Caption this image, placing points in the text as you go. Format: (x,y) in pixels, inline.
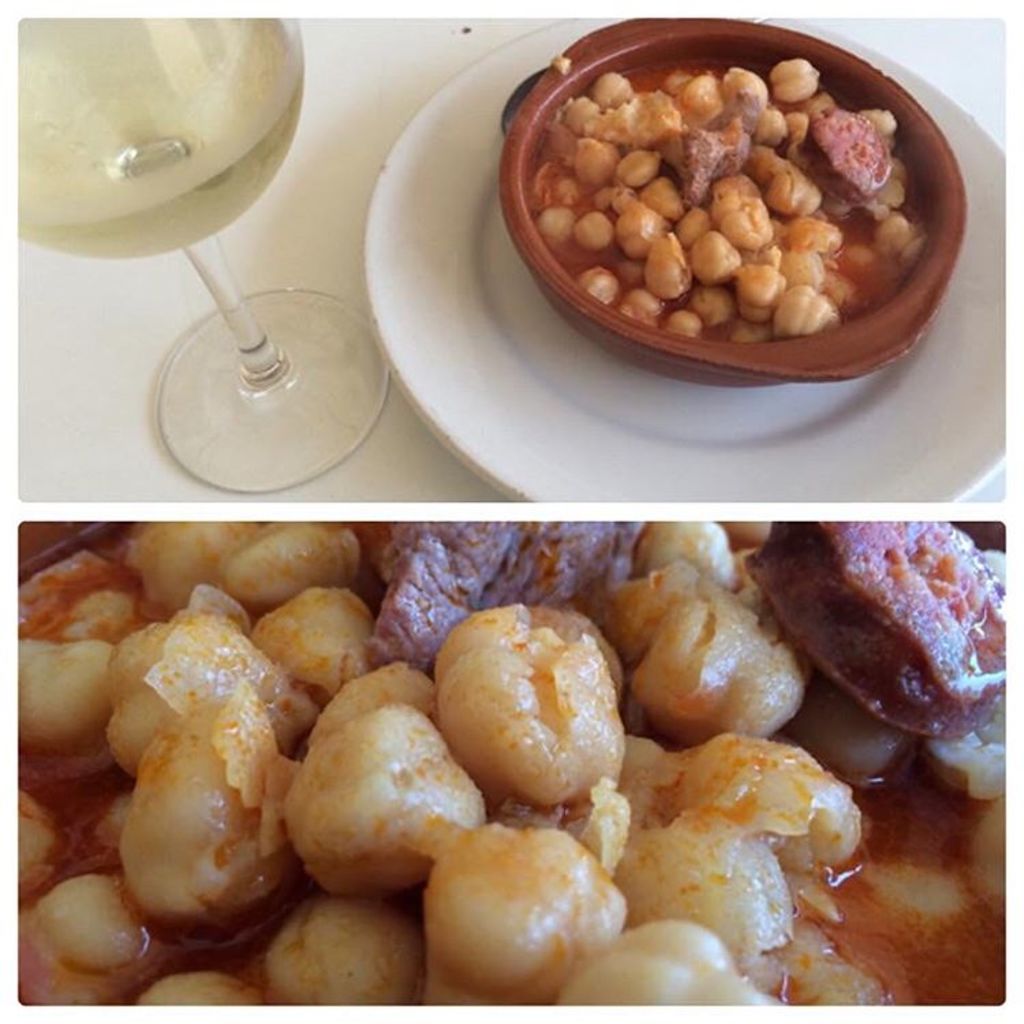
This is a collage image of food items (471,566) in a bowl (580,257) on a plate (440,250), beside the plate (461,170) there is a glass (274,306) on the table (133,306).
